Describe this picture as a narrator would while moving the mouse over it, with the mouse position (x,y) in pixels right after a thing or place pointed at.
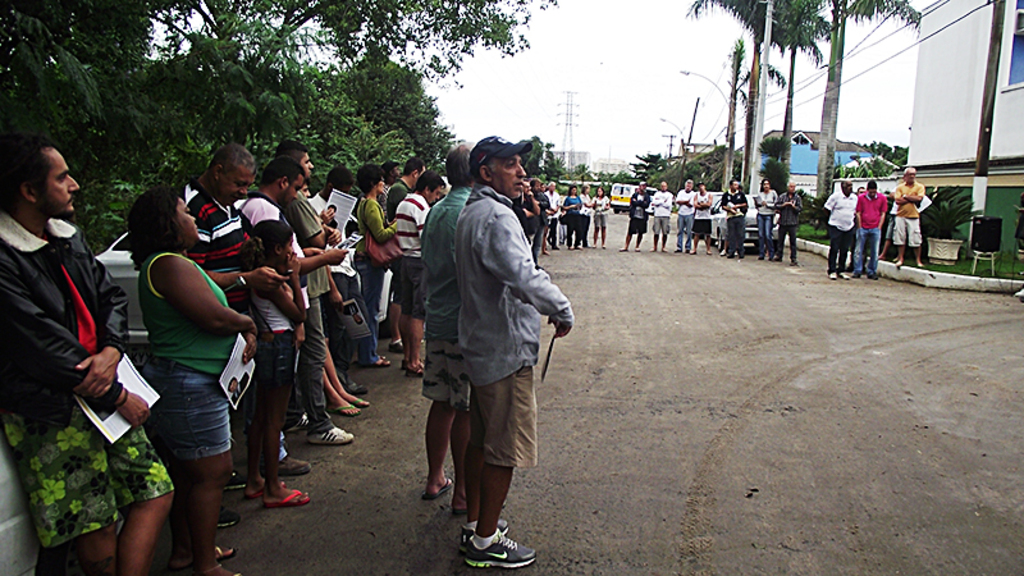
In the picture I can see a group of people (378,305) are standing and holding some objects (245,368) in hands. I can also see poles (730,129) which has wires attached to them, a tower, street lights (730,116), trees (695,168), plants (927,240) and some other objects (944,248). In the background (533,96) I can see the sky (530,88).
